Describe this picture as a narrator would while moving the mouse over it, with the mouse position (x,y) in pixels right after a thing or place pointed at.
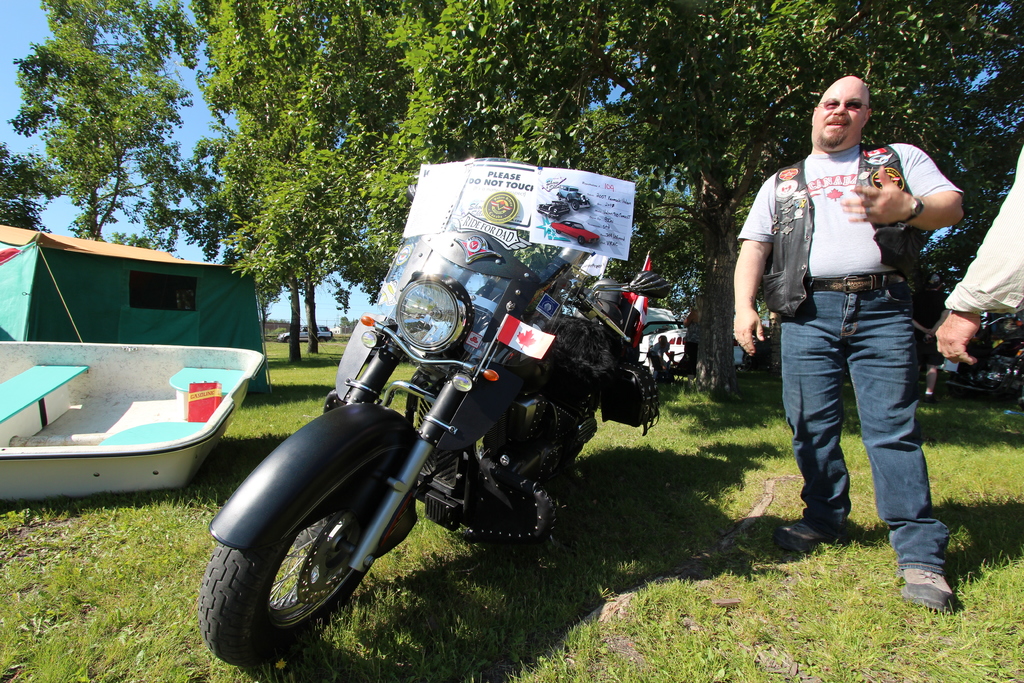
In this image I can see an open grass ground (851,655) and on it I can see few vehicles (662,322). On the right side of this image (904,507) I can see two persons (801,366) are standing and on the left side (133,319) I can see a boat (115,381) and a tent house (209,344). On the motorcycle (502,378) I can see a white colour board (547,175) and on it I can see something is written. In the background (577,154) I can see number of trees (95,97), a car (302,339) and the sky (33,18).
